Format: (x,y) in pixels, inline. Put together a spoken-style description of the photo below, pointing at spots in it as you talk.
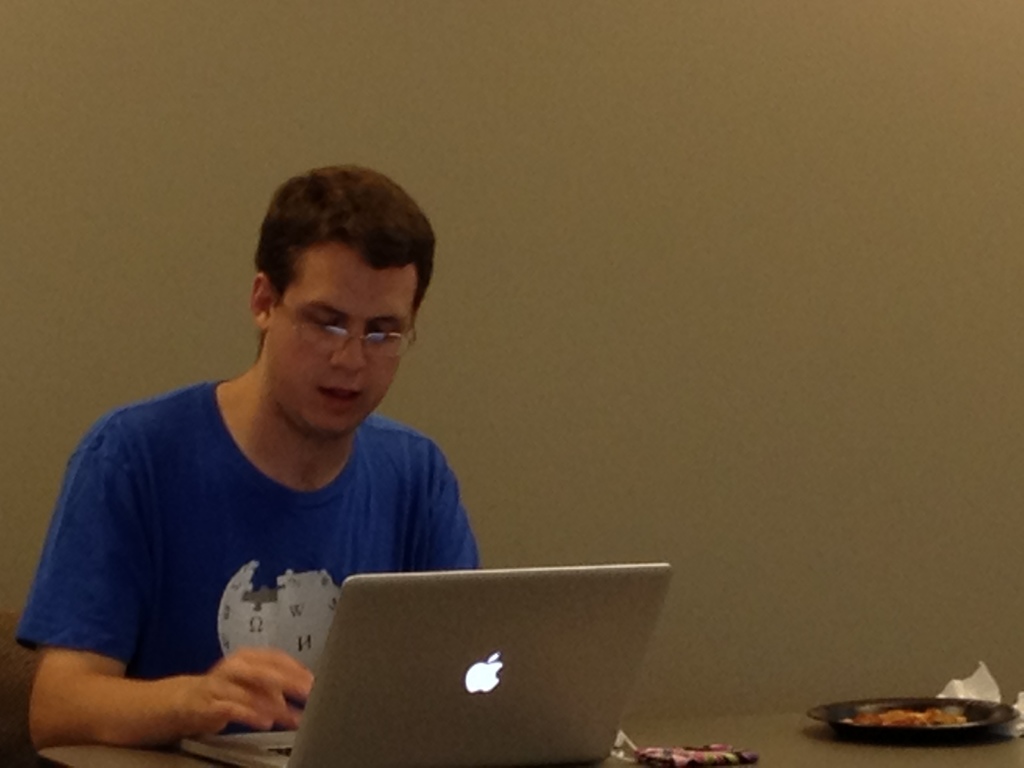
In this image, we can see a person (252,398) wearing spectacles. We can also see a laptop (482,718). We can see some food item (893,715) on a plate (936,728) is on the surface (765,743). We can also see some objects (709,767) and a paper (987,689). We can also see the wall (104,310).
